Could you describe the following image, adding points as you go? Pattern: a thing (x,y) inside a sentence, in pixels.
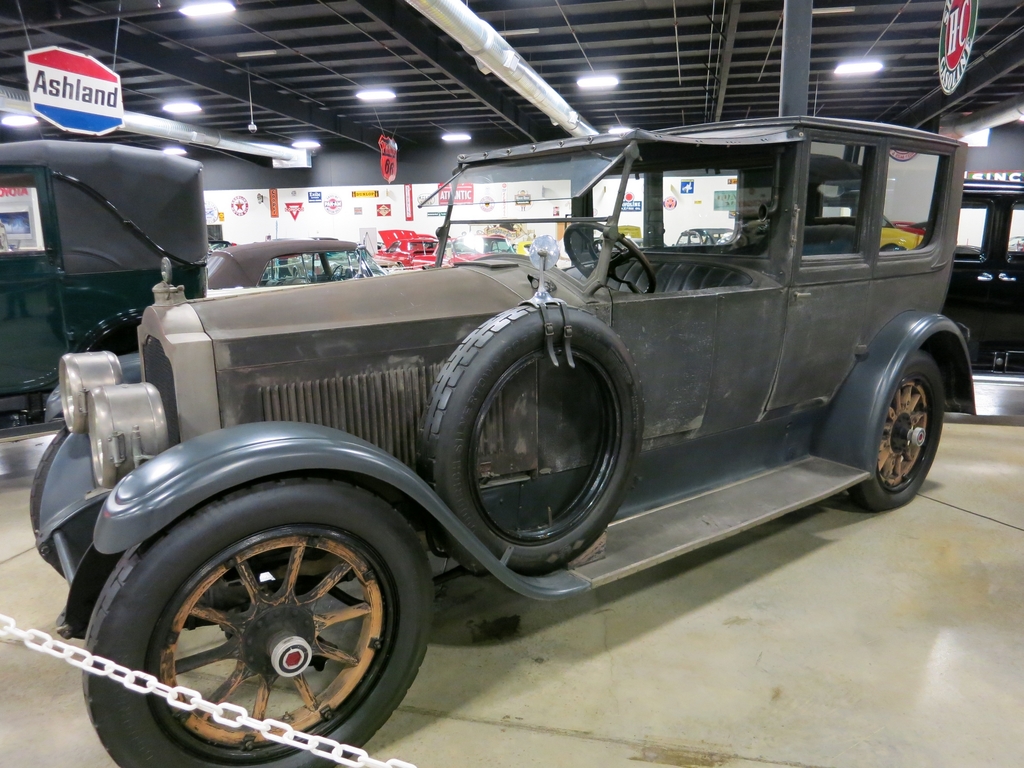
In this image we can see some group of vehicles (276,356) which are of different colors and models are under roof (526,116) and at the background of the image (331,196) there is white color sheet (314,206) and there are some pictures (221,212) on it.
